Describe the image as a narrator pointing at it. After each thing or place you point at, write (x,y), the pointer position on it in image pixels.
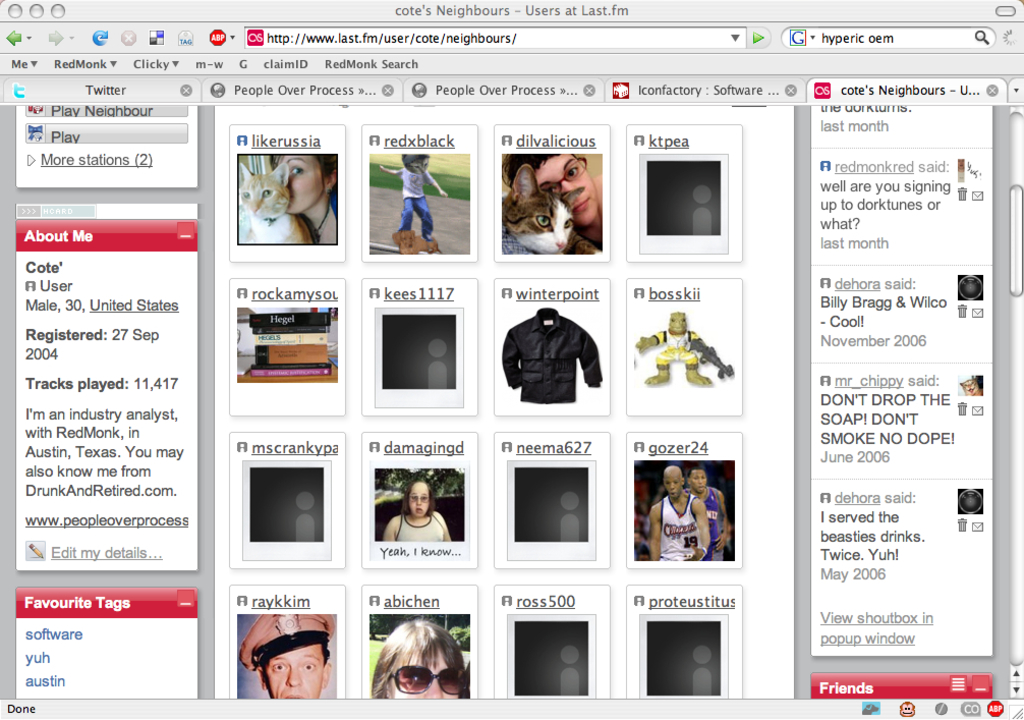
Here in this picture we can see a web page (139,645) present and in that we can see some picture (376,217) and some text (135,419) present.
